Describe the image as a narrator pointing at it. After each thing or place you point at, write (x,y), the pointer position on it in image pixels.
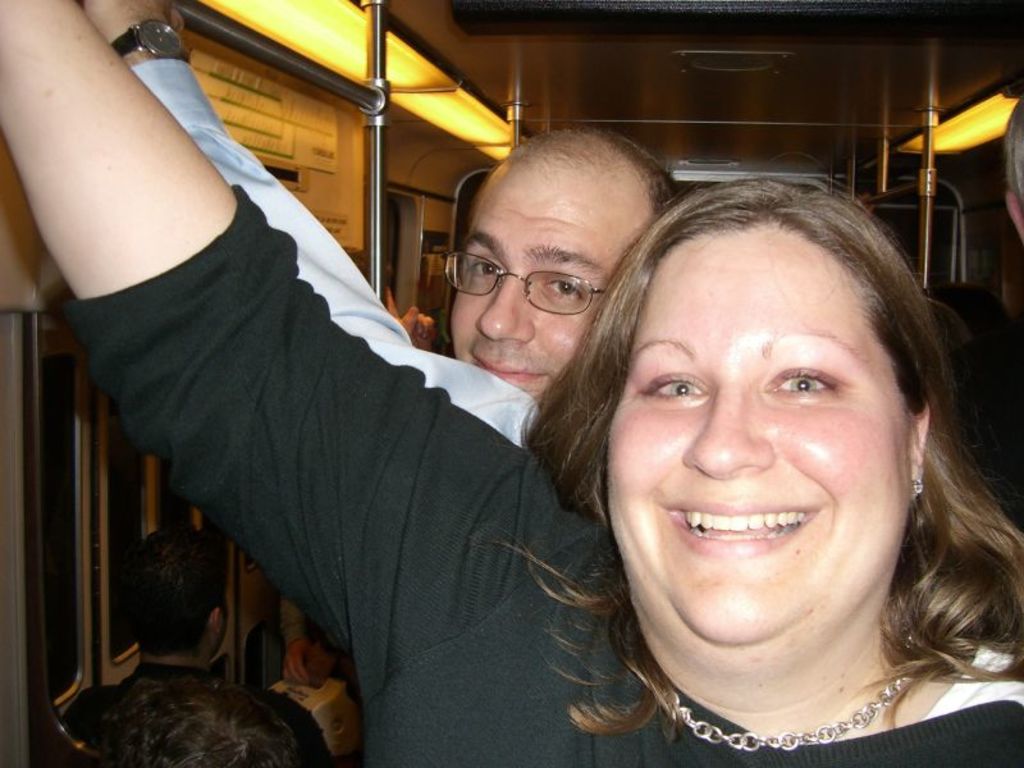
In this image two people (515,496) were standing by holding the metal rod (258,57). Beside them people (209,681) were sitting on the chair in the train (652,103).
